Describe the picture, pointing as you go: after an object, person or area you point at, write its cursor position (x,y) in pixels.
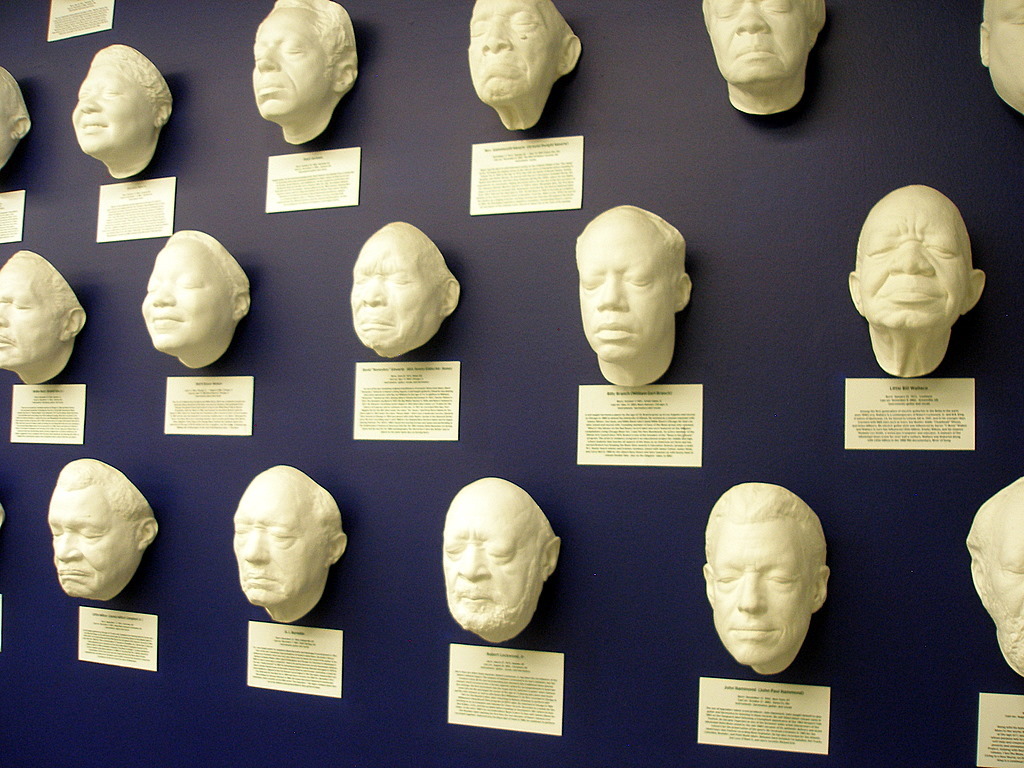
In this image we can see a wall (446,242) to which there are some masks (318,69) and also we can see some notes (481,656) on which there is something written under the masks (63,564).
